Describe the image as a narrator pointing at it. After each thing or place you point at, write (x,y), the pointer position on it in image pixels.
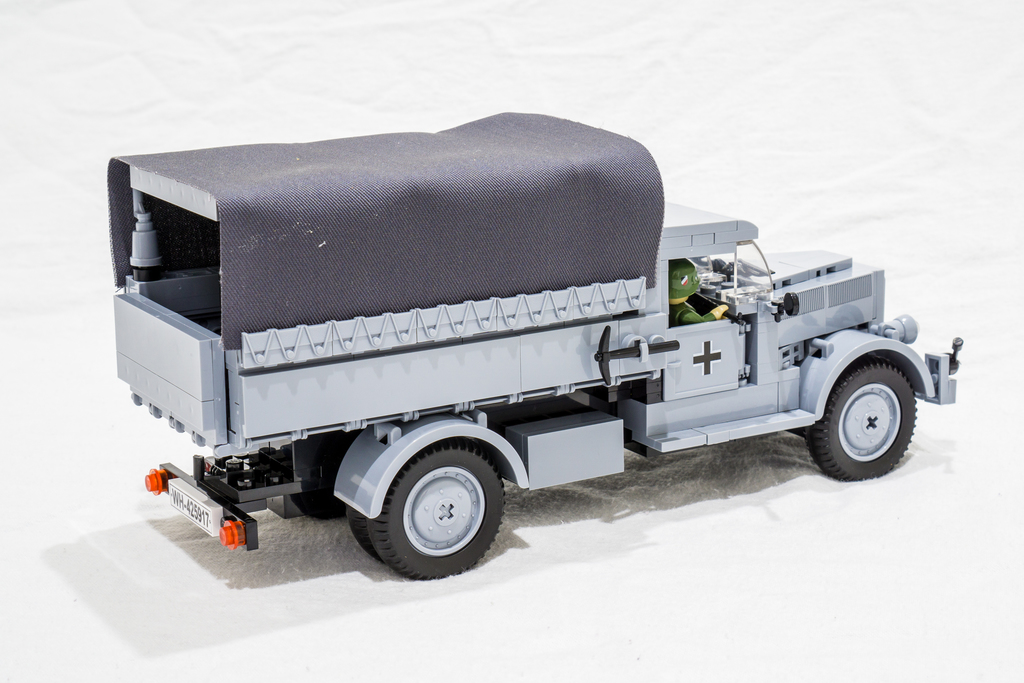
In this image there is a white color floor (759,444). A person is driving the vehicle (719,355).
